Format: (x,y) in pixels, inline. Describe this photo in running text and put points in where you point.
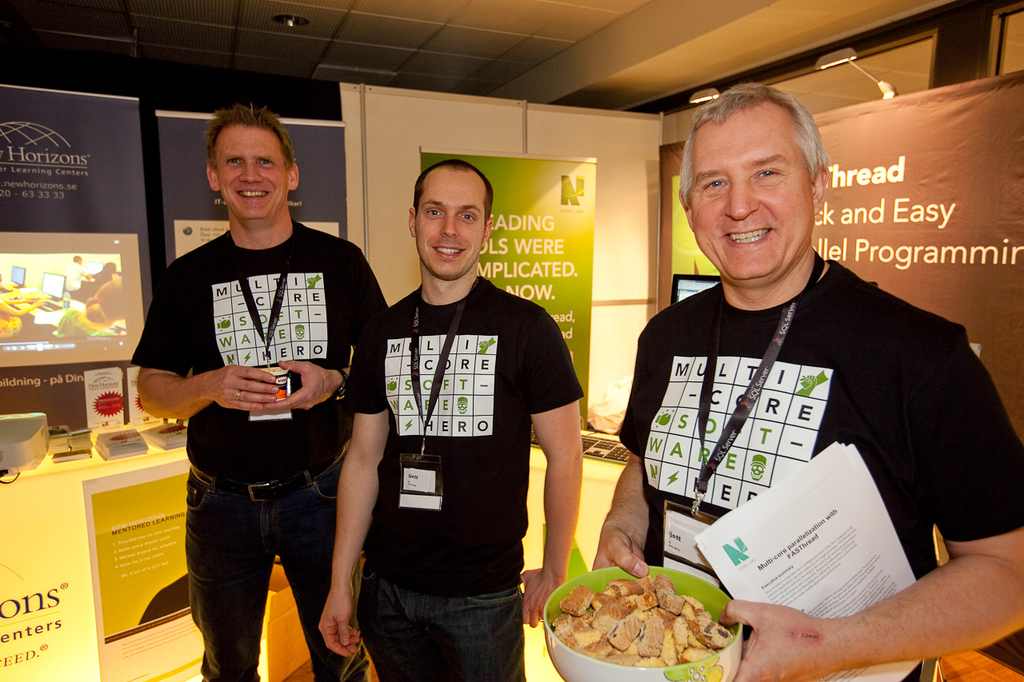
In this image I can see three persons (622,436) standing. In front (820,595) the person (873,458) is holding the food (647,603) and the food (602,615) is in the bowl (699,663) and I can also see few papers (861,493). In the background (817,233) I can see few banners (89,187) and few objects (174,445) on the white color surface (70,485).
